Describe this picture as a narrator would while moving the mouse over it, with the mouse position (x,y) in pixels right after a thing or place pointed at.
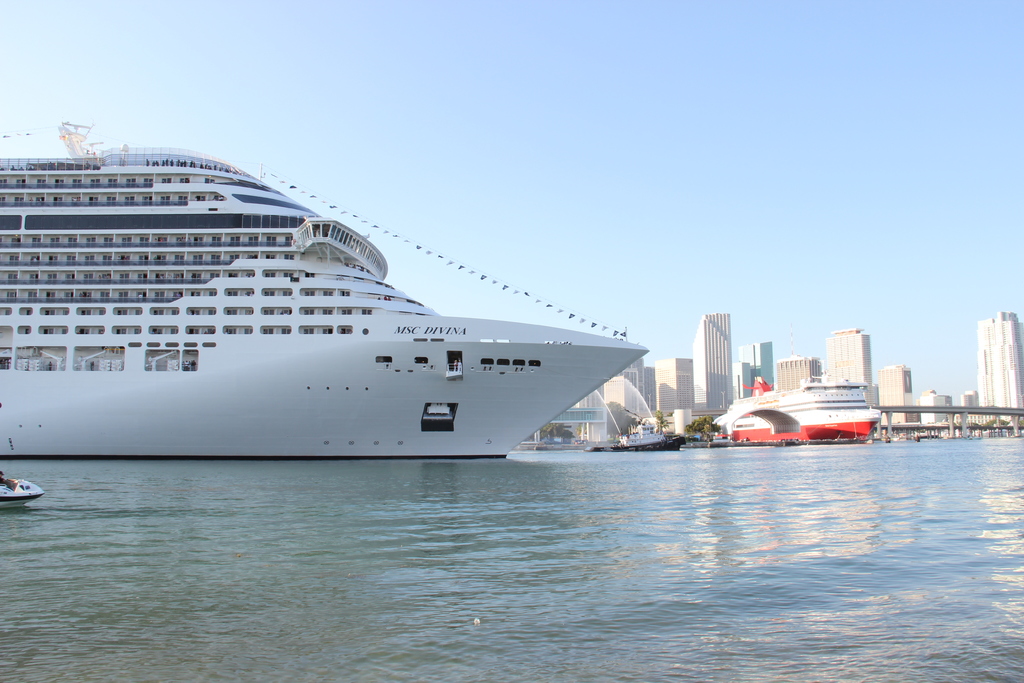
In the center of the image (384,433) we can see ship (371,373), boats (765,399), buildings (927,399), bridge (897,409), trees (662,410). At the bottom of the image (595,626) we can see the water (632,605). At the top of the image (655,70) we can see the sky (655,123).
